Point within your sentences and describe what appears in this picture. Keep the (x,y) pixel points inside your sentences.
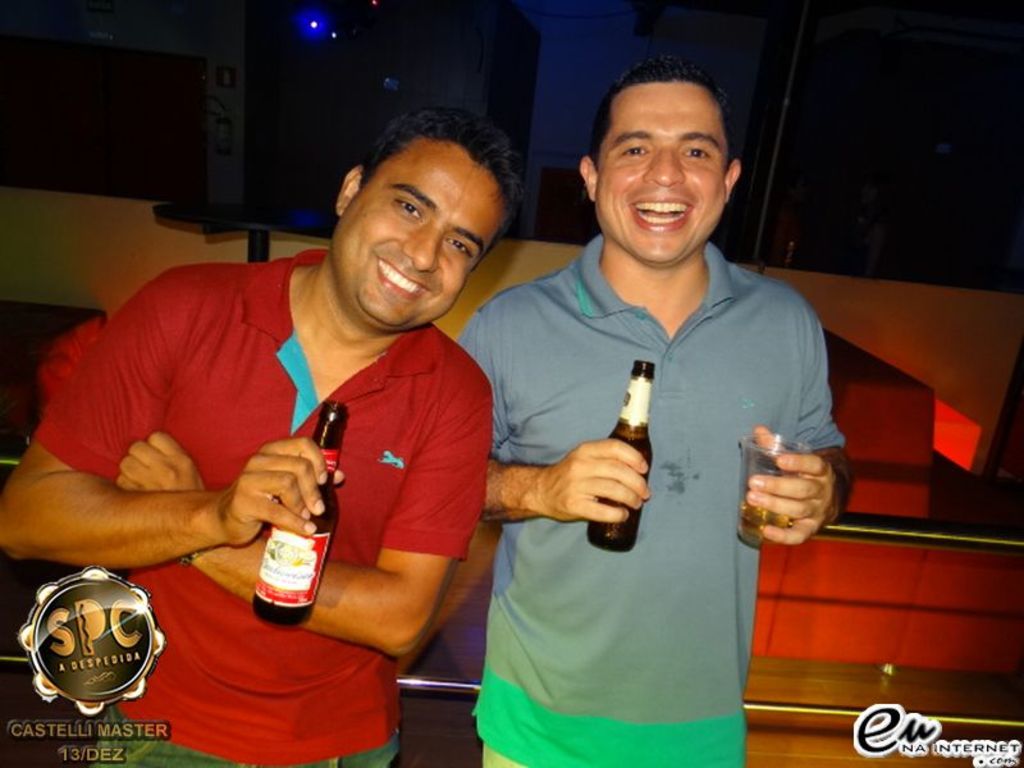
In this image there are two persons (403,521) wearing red color and blue color shirt (608,587) standing and holding beer bottles (629,432) in their hands (616,450).
